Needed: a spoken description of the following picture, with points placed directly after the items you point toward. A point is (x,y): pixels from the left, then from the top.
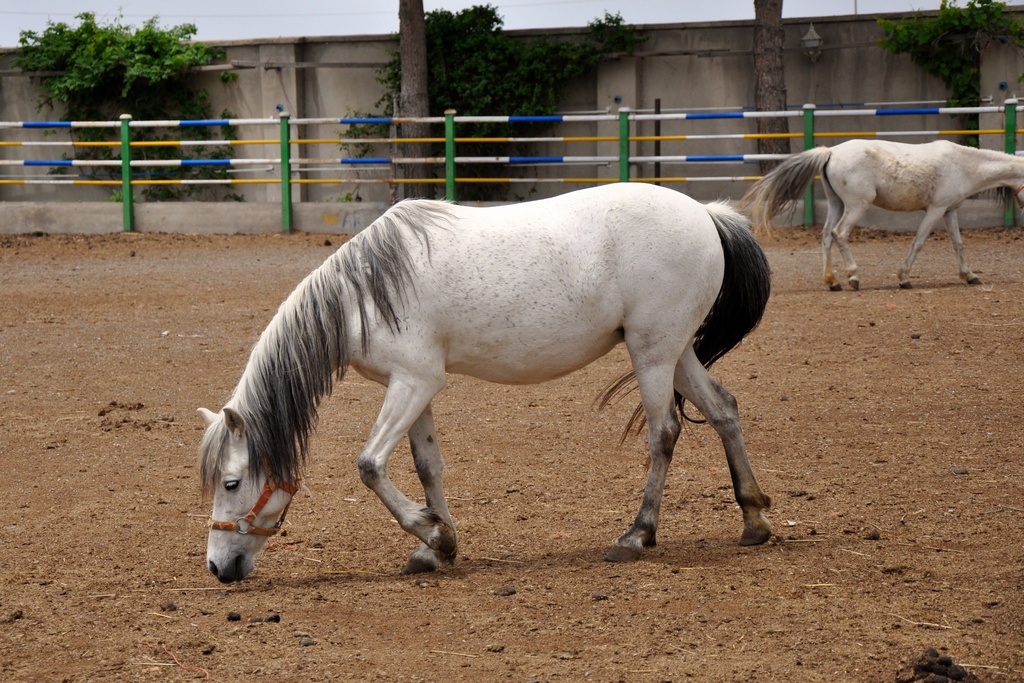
In this image in the foreground (413,421) there is one horse (593,352) and in the background (830,224) there is another horse (879,196), at the bottom (571,592) there is sand (449,388) and in the background (676,170) there is a fence (780,111), trees (780,106), wall (903,75) and sky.
